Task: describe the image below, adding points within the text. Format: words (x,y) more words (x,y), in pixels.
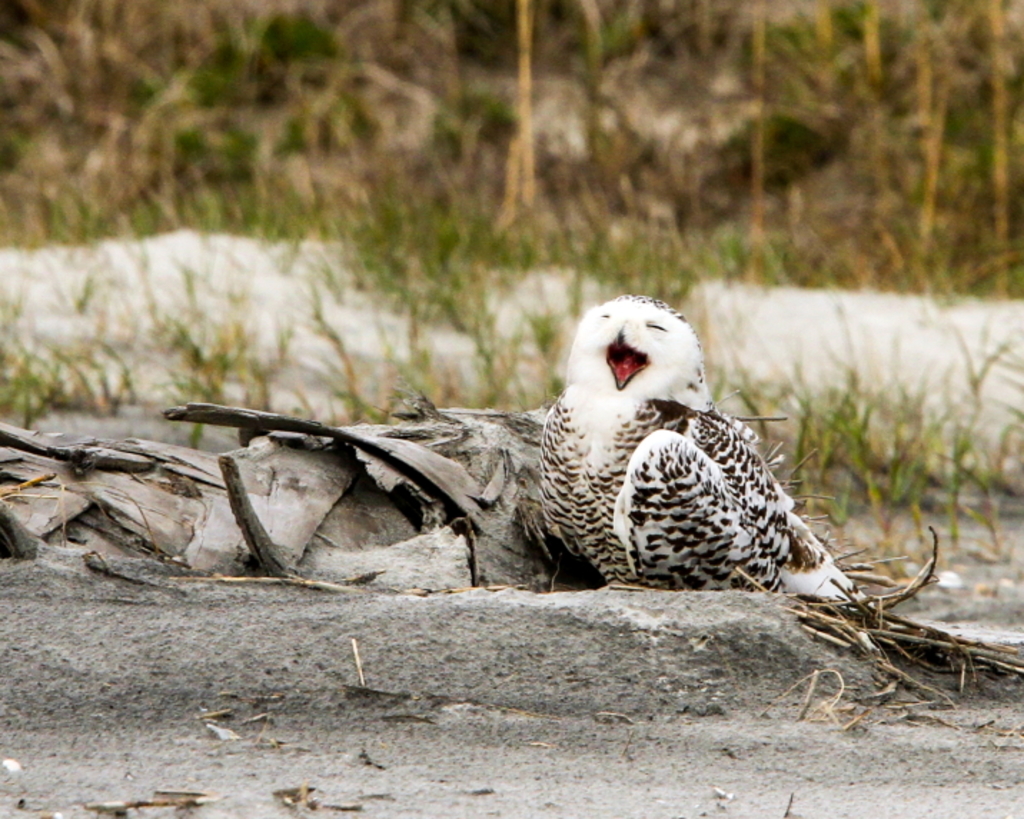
This picture is clicked outside. On the right (703,469) we can see a bird (593,521), dry stems (899,669) and some other objects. In the background (398,254) we can see the plants (379,145), green grass (943,455) and the rocks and some other items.
